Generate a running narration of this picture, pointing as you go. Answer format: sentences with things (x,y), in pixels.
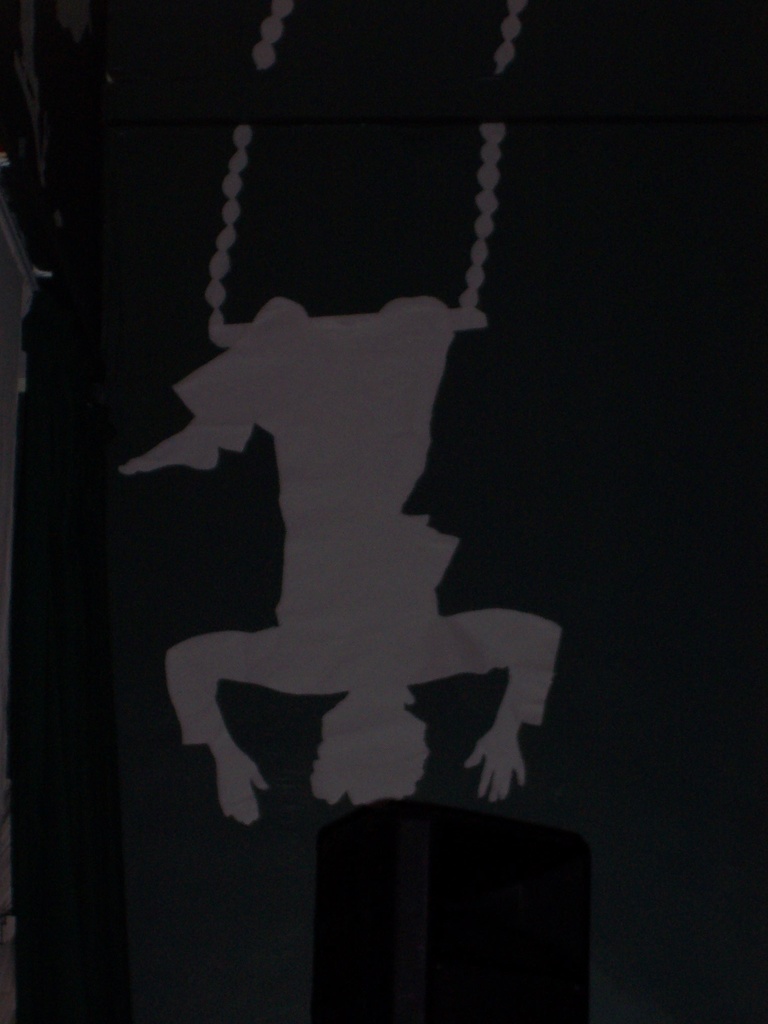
In this image there is a wallpaper (315,292). On it a person (286,454) is hanging on a rope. Below there is a building (468,896).
